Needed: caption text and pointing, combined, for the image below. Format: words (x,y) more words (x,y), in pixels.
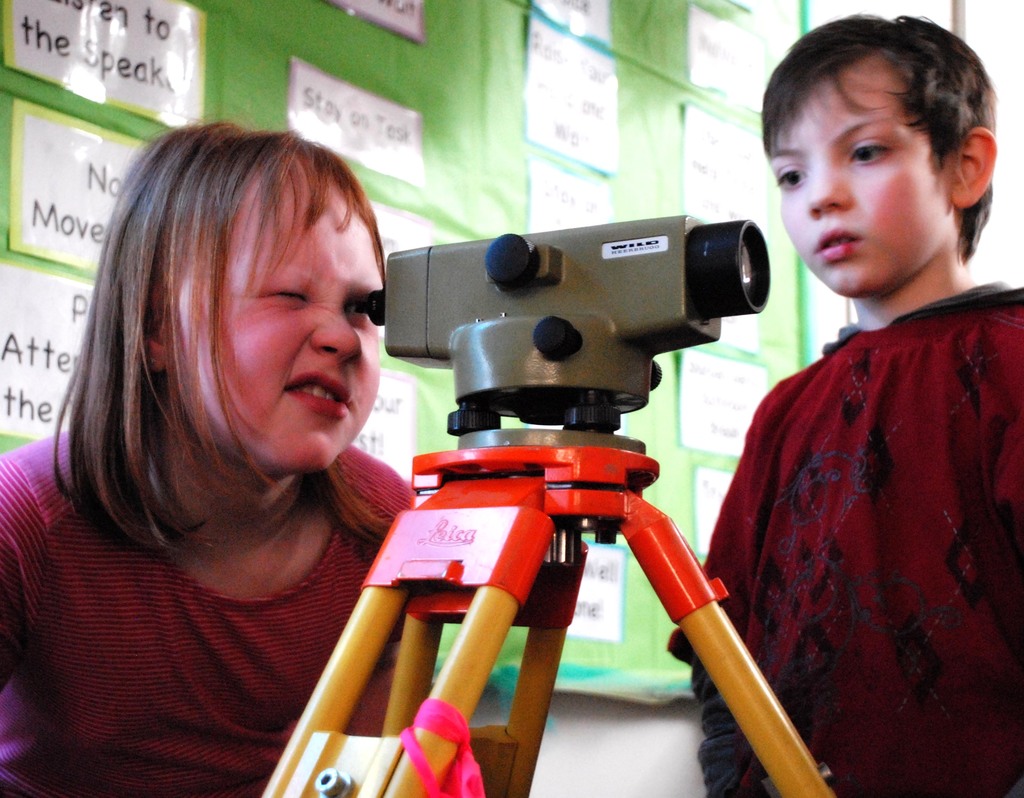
In this picture we can see a boy (836,168), girl (135,535), here we can see a surveying level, tripod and in the background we can see a wall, board (136,116), on this board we can see some posters (12,327) on it.
